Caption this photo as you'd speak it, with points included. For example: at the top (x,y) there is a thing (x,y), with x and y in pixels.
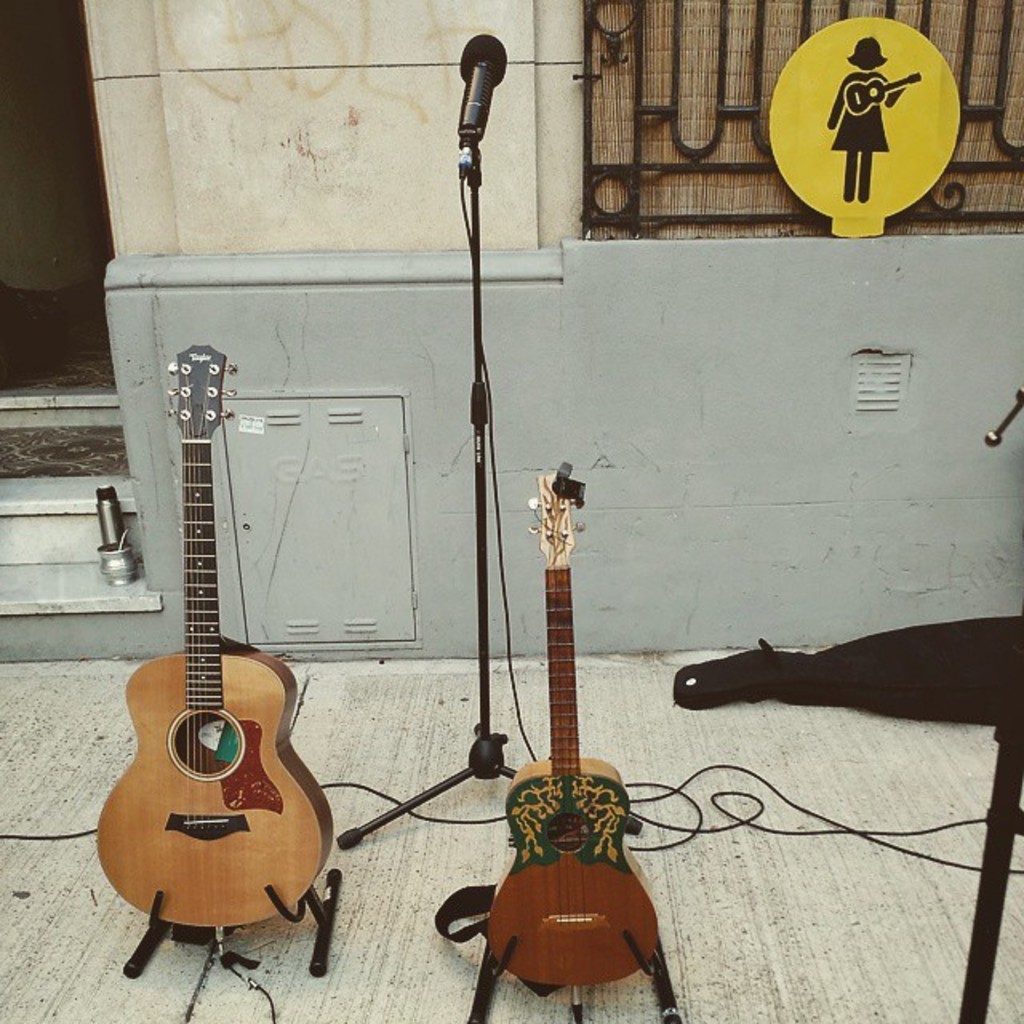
This is a sign board (906,79). A mic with mic holder (477,739). This are guitars (522,911) on floor (748,977). This is a bag (1011,673). These are cables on floor (82,815). This are steps (126,608).
